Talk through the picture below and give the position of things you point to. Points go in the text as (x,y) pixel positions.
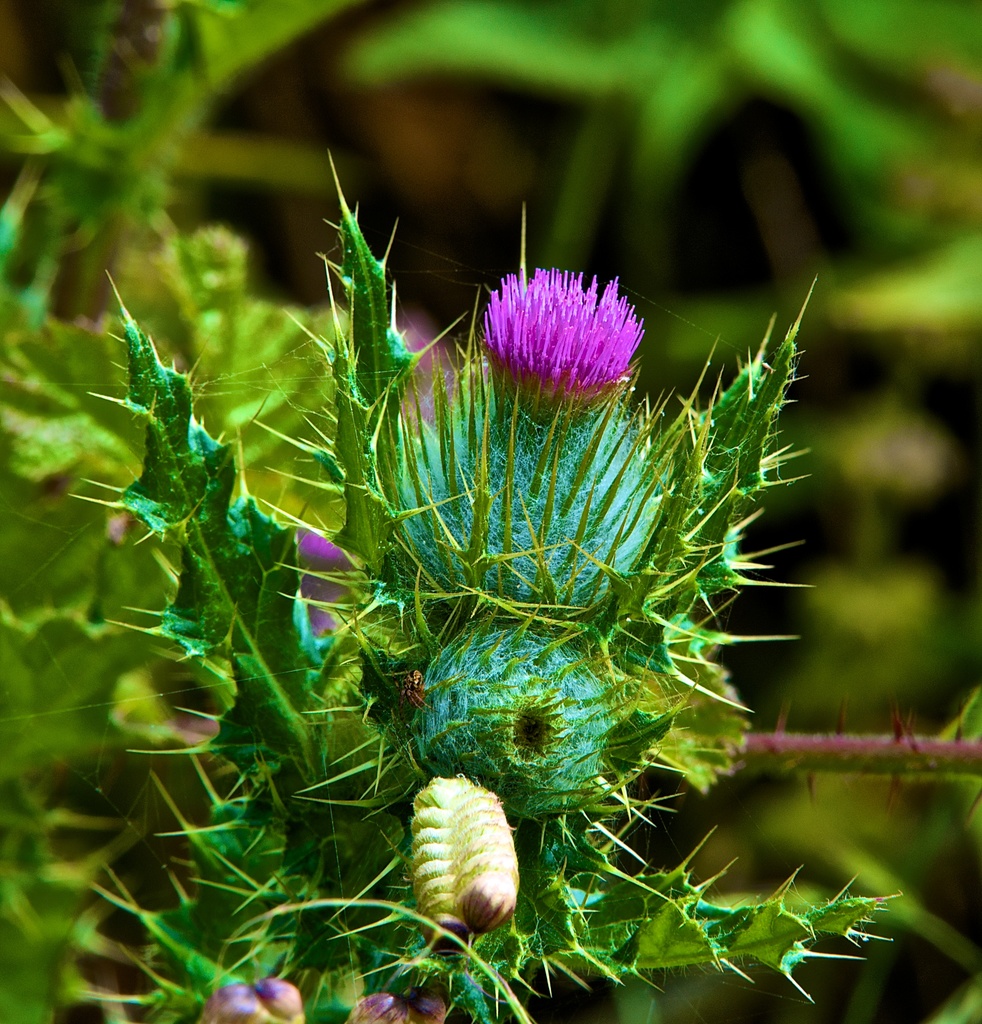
Here in this picture in the front (382,664) we can see flowers (473,559) present on plant (339,649) and behind that also we can see other plants (110,364) and trees (895,289) in blurry manner and in the front (440,878) we can see a small bug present on the bud (509,788).
